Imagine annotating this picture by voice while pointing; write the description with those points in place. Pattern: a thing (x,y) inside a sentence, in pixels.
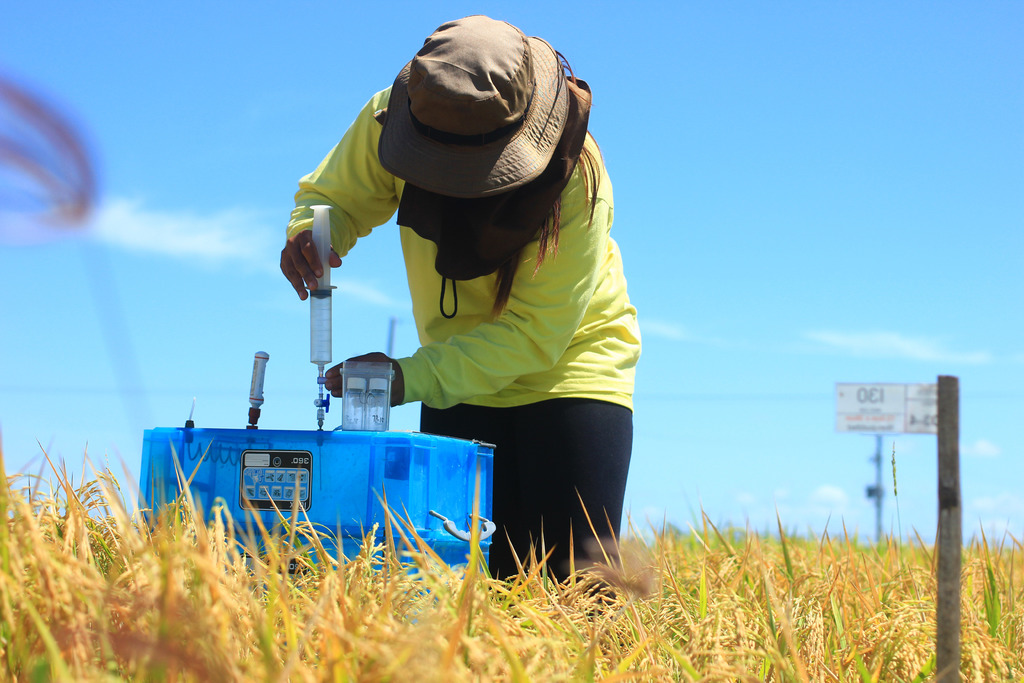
In this image I can see an open grass ground (647,580) and on it I can see a blue colour box (418,463) and one person (418,371) is standing. I can also see this person (426,214) is holding an injection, I can see this person (480,336) is wearing yellow and black colour dress (513,369). I can also see a hat (521,199) on the person's head (449,226). On the right side of the image (880,483) I can see two poles (947,494), a white colour board (865,410) and on it I can see something is written. In the background (57,287) I can see clouds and the sky (694,96).
